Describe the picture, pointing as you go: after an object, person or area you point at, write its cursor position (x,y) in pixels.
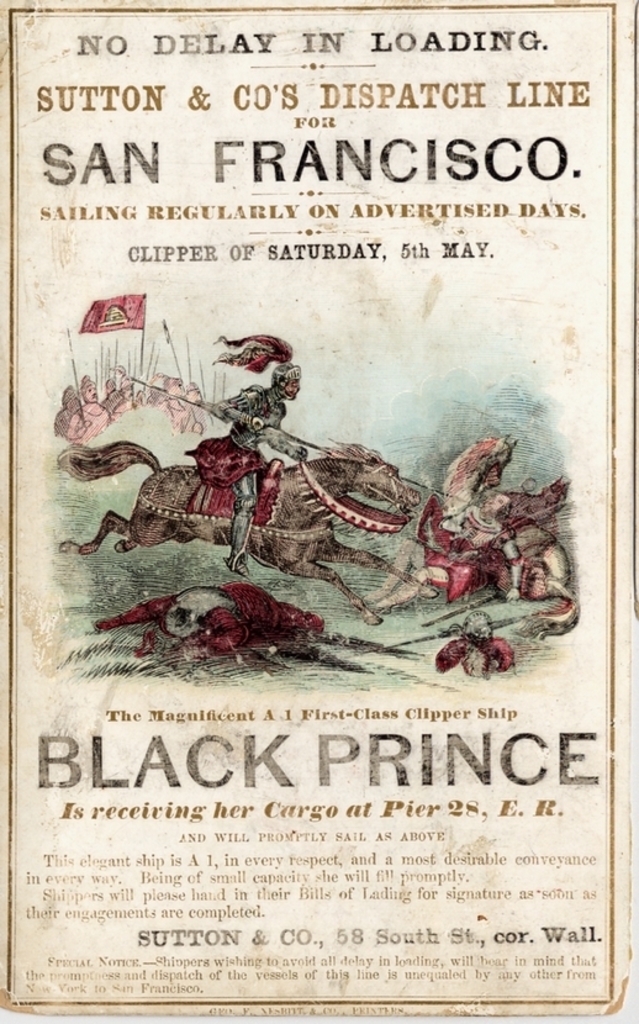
In this picture I can see there is a man (251,460) wearing armor (243,410) and riding a horse (344,483), holding the weapon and there are few people (243,612) lying on the floor (355,651). There is something written at the top (227,137) and bottom of the image (348,806).
